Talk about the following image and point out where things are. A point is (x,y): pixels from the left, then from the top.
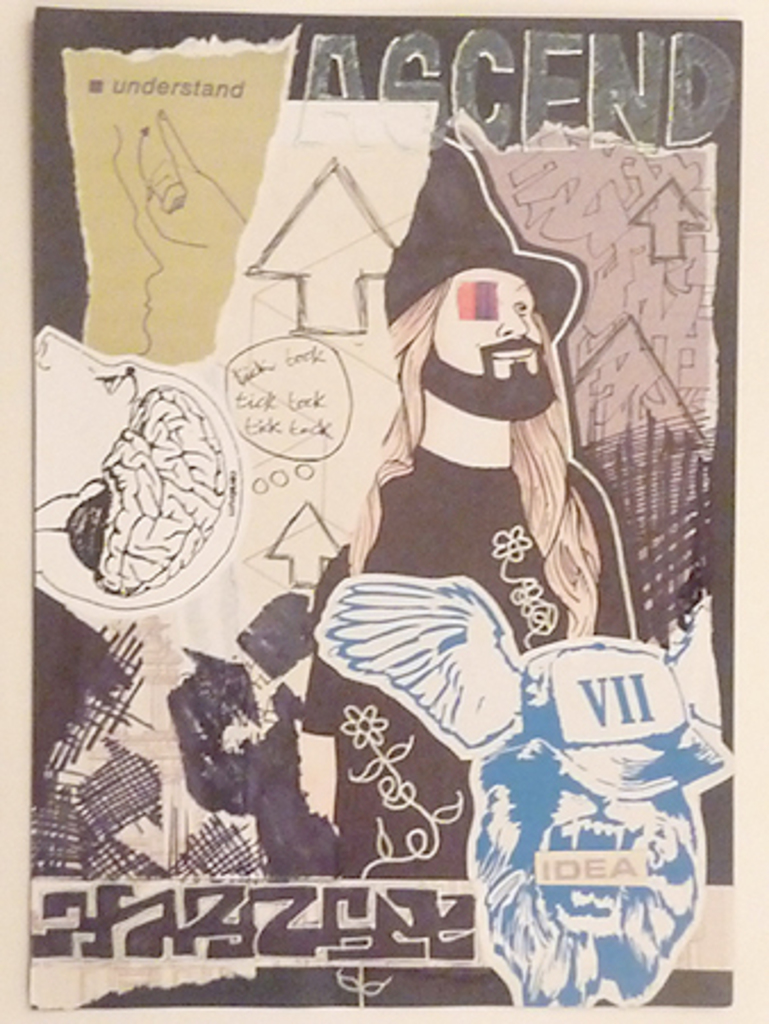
This picture shows poster (712,257) on the board (19,59) we see a cartoon pictures (323,596) on it.
